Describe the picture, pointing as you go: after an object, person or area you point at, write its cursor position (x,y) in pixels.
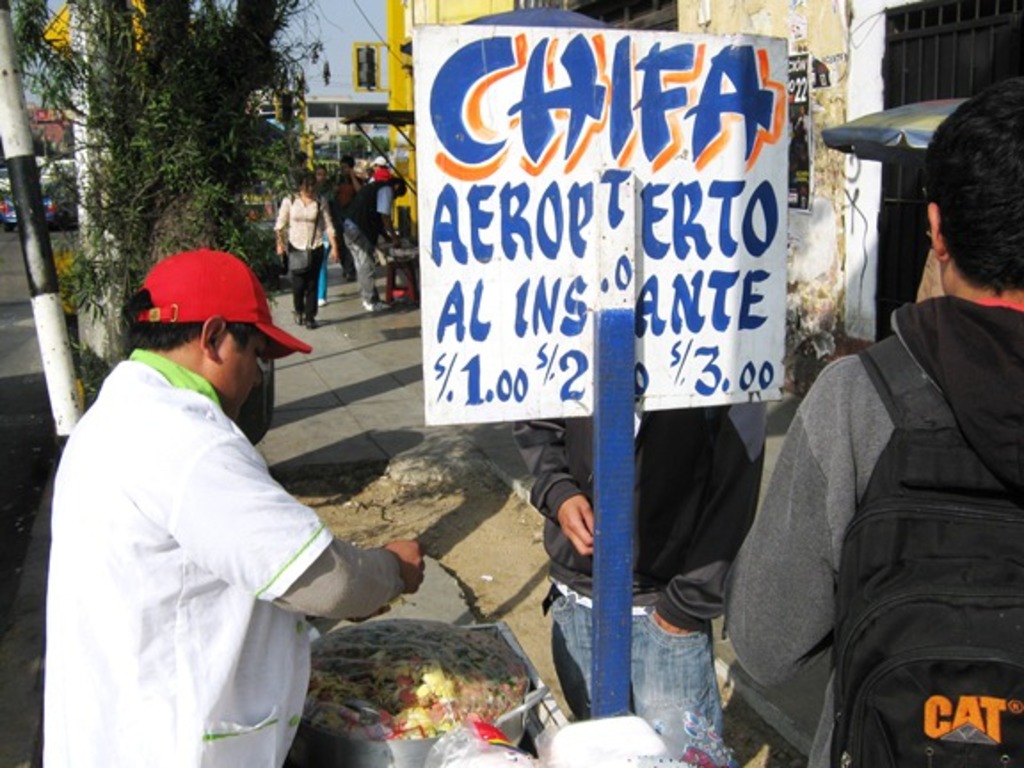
At the bottom of the image (987,734) few people (218,349) are standing and there is a banner (729,154). Behind them there are some trees (30,21) and buildings (1010,13) and poles (13,69) and sign boards (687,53).
